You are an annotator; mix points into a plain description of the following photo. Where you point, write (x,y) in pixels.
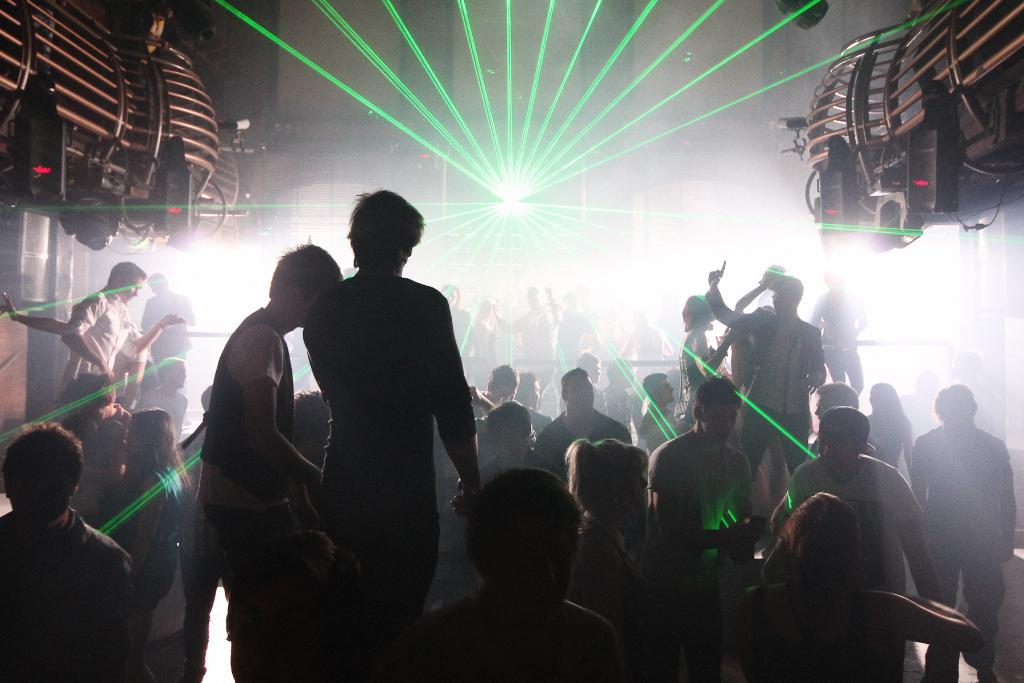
In this picture we can see there are groups of people (474,456). At the top left (68,18) and right side of the image (846,60), there are some objects (178,156). Behind the people (385,335), there is a laser light (486,195).
